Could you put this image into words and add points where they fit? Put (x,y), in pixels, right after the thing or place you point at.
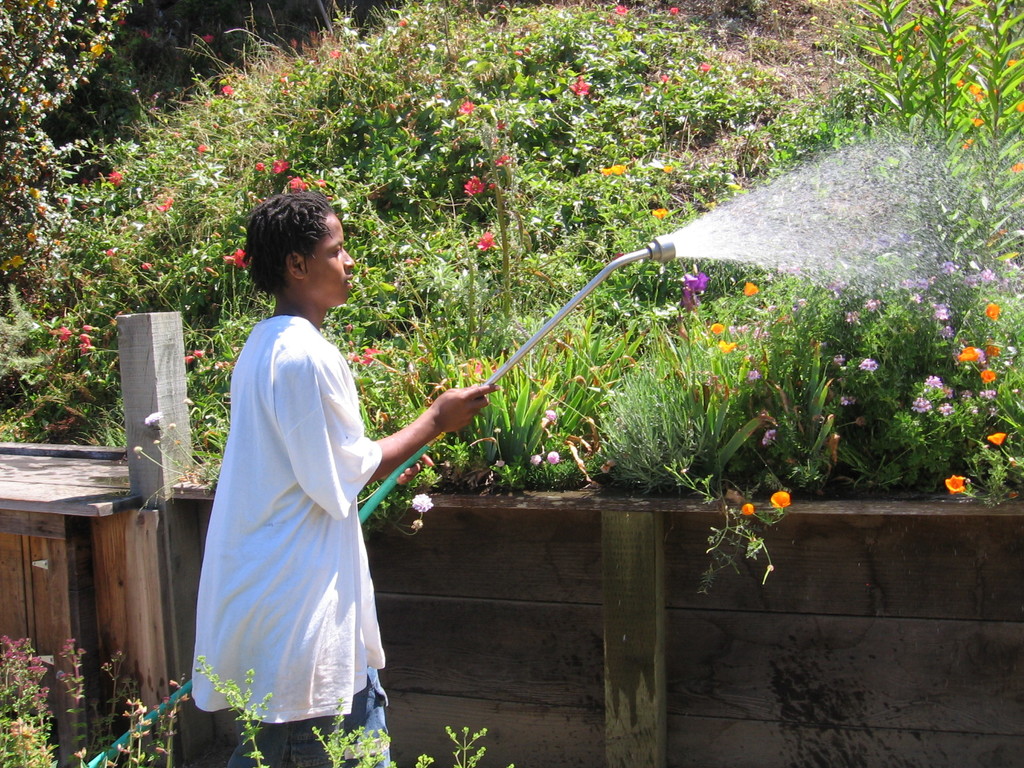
In this image, we can see a person (232,498) standing and watering the plants (1007,167), we can see some plants (57,355) and there are some flowers (980,104), we can see a small wooden wall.
